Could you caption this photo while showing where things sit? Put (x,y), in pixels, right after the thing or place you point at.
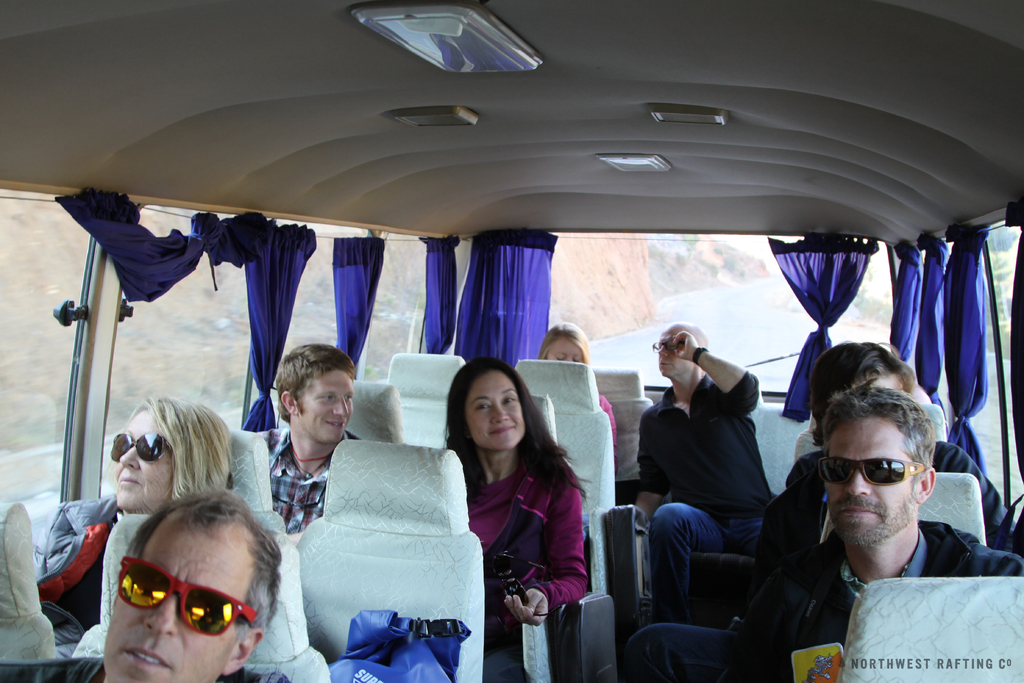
In this image we can see an inside view of a vehicle (18,506) in which group of people (710,411) is sitting on chairs (396,467). Some people (704,550) are wearing goggles (213,623), a bag (408,663) is placed on a chair (418,600). In the background (493,327), we can see some curtains (504,317), road (768,305), mountain (696,266) and some lights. In the bottom (891,660) we can see some text (956,658).
